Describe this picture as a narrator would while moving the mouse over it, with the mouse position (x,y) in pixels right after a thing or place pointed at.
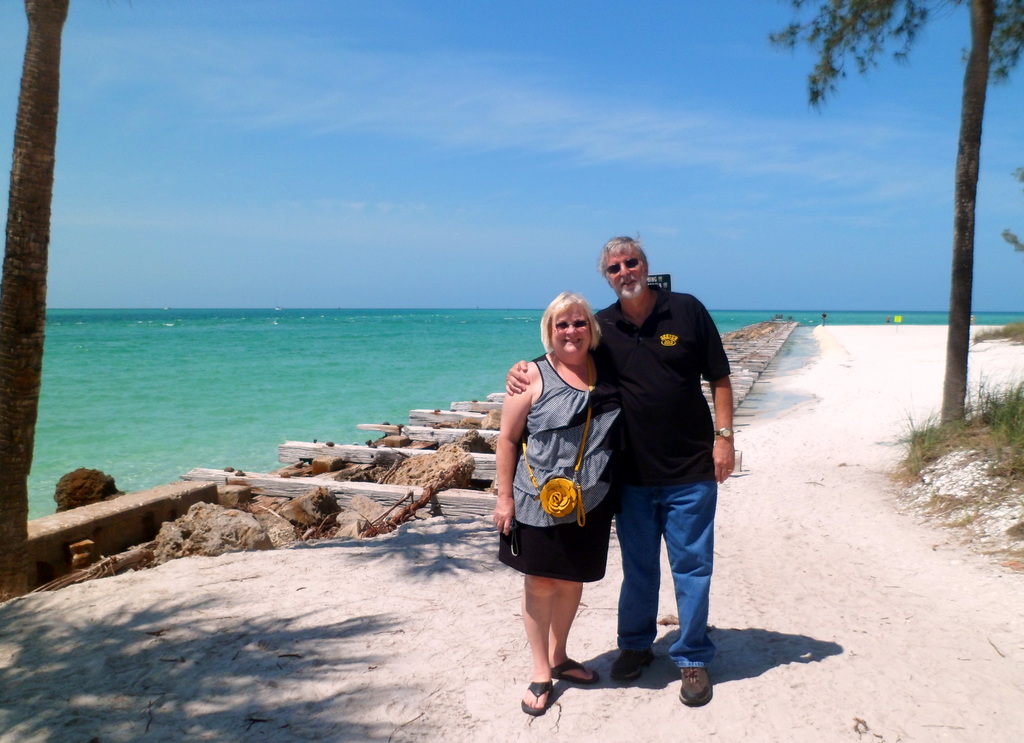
In this image a man (684,580) and a woman (585,580) are standing on the land (773,648). Behind them there are few wooden planks (384,494) beside the land (767,465). Man (681,452) is wearing a black shirt (666,407), jeans (698,552) and shoes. Woman (548,527) is carrying a bag (569,502). She is wearing goggles (566,328). Right side (949,415) there is a tree (979,117). Before it there's grass (1008,429) on land (748,545). Left side (8,546) there is a tree trunk (8,365). Behind there is water (315,358). Top of image (496,111) there is sky (391,114).
